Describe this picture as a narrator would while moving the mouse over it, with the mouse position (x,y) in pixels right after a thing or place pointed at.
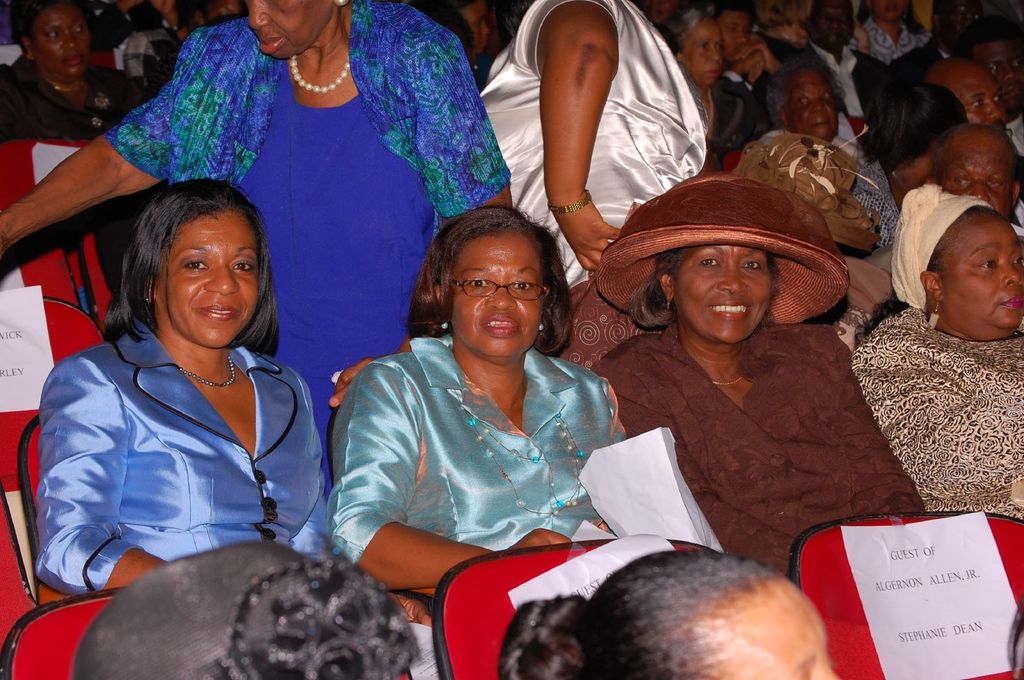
In this image I see number of people (830,118) who are sitting on chairs (446,670) and I see few white papers (626,531) on which there is something written and I see that these 2 women (624,423) are smiling and I see that this woman (671,346) is wearing a hat (684,207).
